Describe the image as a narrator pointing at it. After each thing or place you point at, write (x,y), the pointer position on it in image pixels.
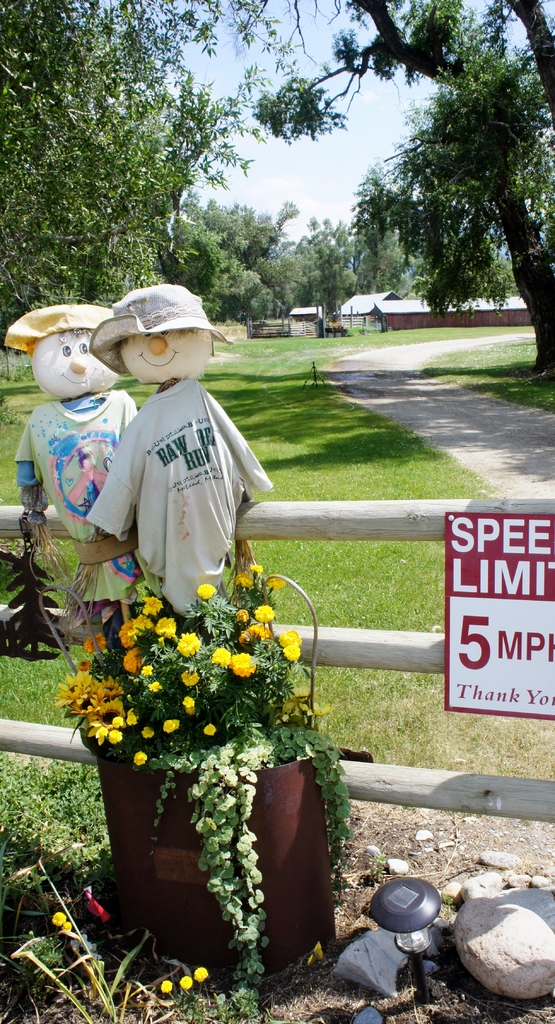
In this image in the foreground (292,686) there is a fence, board (482,648), toys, flower pot (298,867), plant (182,642) and some grass (1,864) and small stones (509,945). In the background (395,288) there are houses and trees (466,297) and a walkway (407,381), at the top of the image (317,166) there is sky (325,153).
